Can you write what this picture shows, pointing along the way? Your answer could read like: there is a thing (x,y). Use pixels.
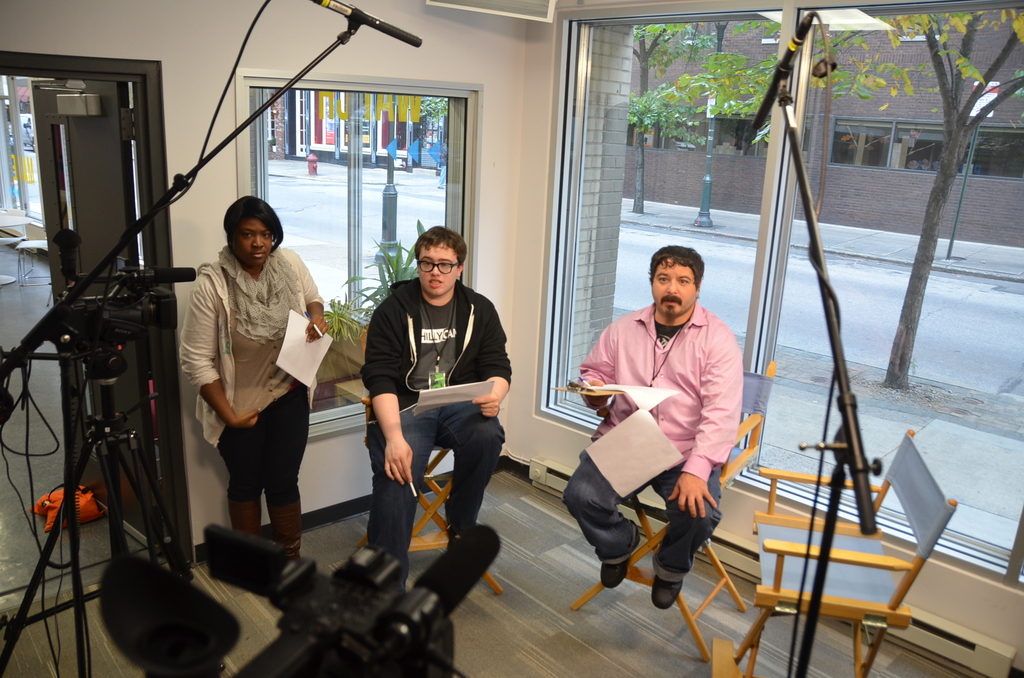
In this picture we can see three people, two people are sitting on chairs (679,596), one person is standing, they are holding papers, here we can see mic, camera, door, wall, glass windows (957,6), from glass windows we can see a road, trees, hydrant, name board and some objects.
